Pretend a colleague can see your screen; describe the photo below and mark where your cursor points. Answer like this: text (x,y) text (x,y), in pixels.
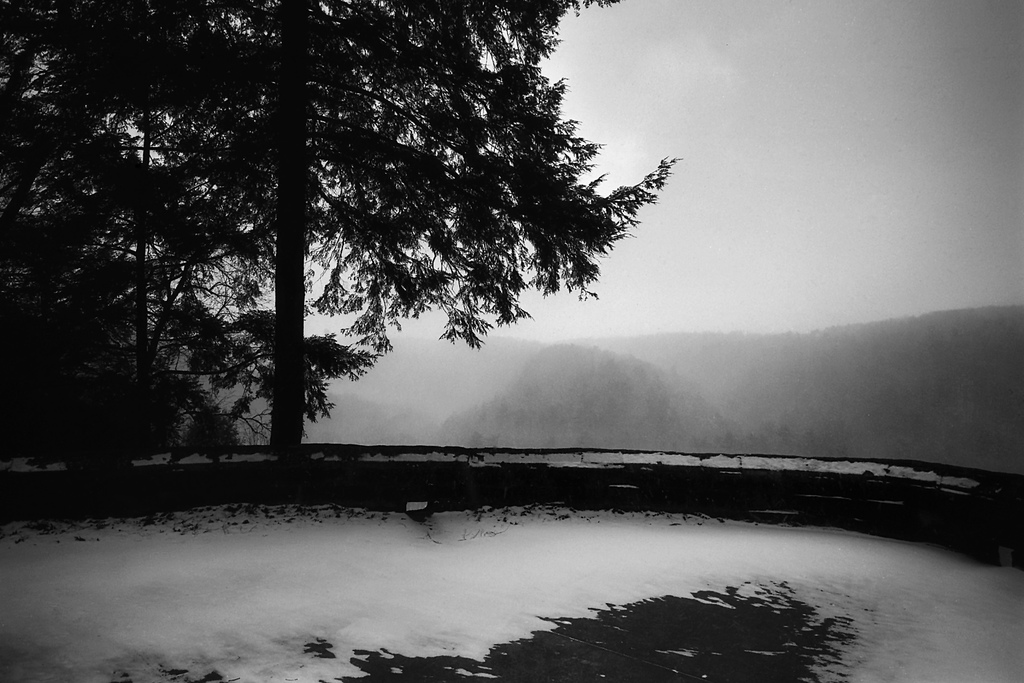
This is an edited picture. In the foreground (395,582) there are snow (476,581), road (373,566), tree (196,420). In the background (605,399) it is not clear and it is smoky.
